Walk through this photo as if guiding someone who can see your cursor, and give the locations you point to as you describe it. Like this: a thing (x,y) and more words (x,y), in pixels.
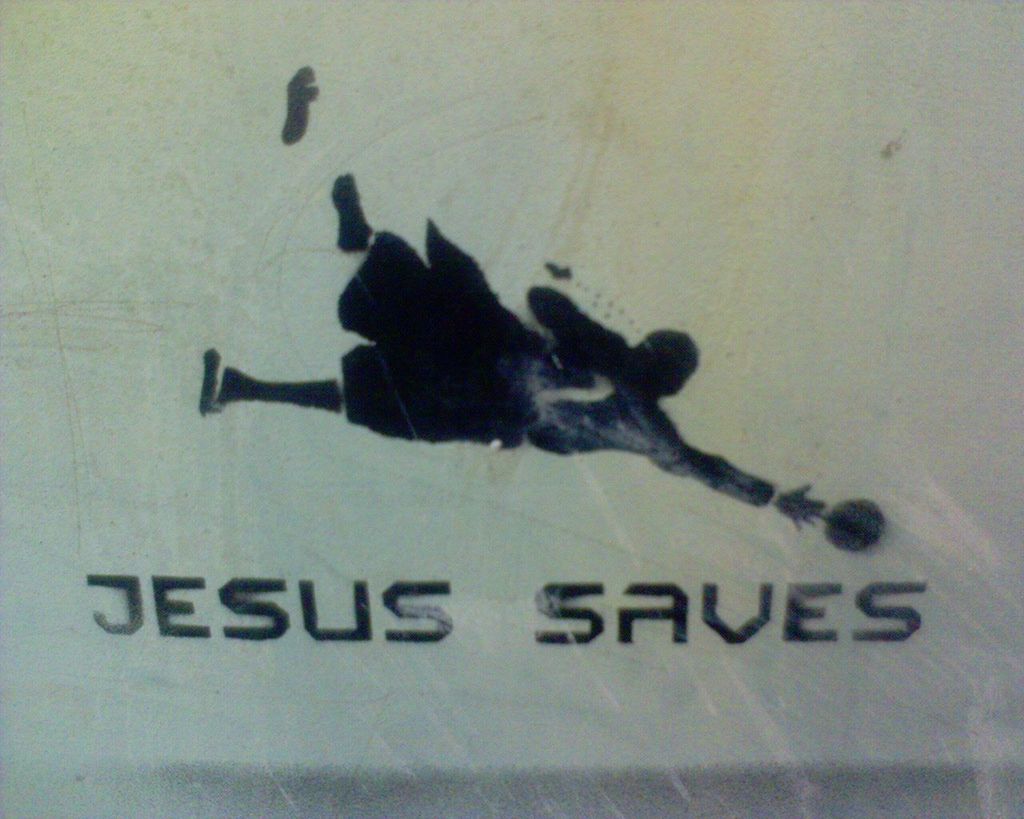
There is a picture of a person (403,350) diving for a ball (833,539). ''Jesus saves'' is written below it.
